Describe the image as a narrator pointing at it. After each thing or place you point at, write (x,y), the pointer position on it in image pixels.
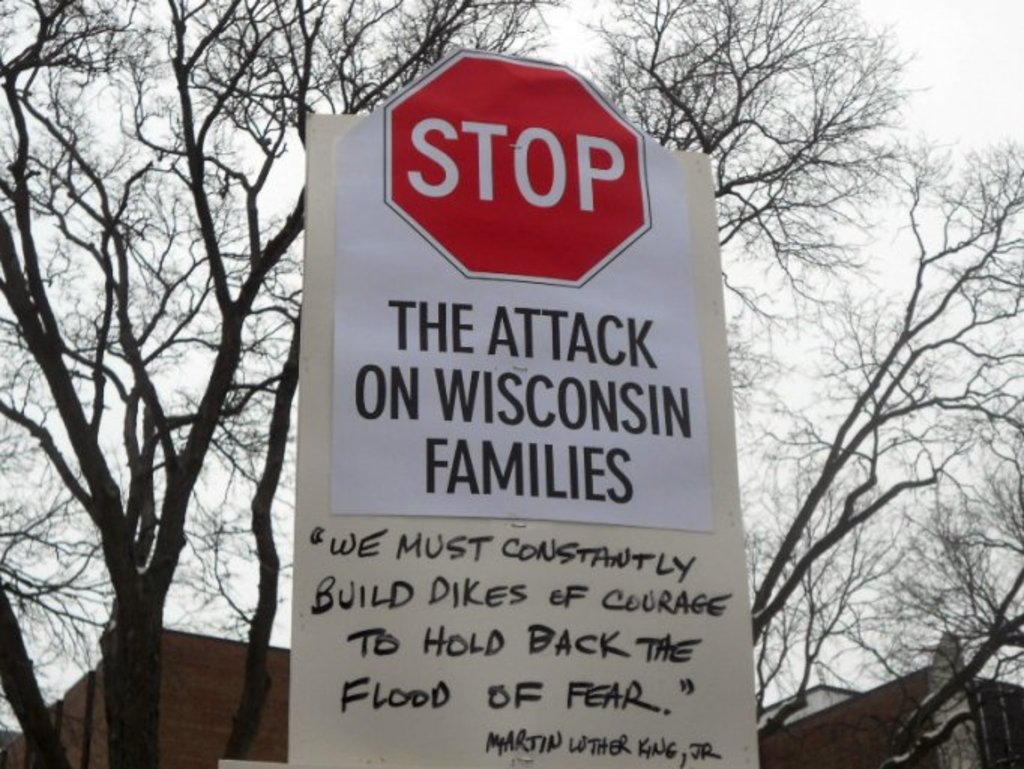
In this image we can see there is a sign board (513,383) with some text (519,465) on it, behind the sign board (307,429) there is a tree (110,656) and buildings (274,684). In the background (756,279) there is the sky (749,294).
